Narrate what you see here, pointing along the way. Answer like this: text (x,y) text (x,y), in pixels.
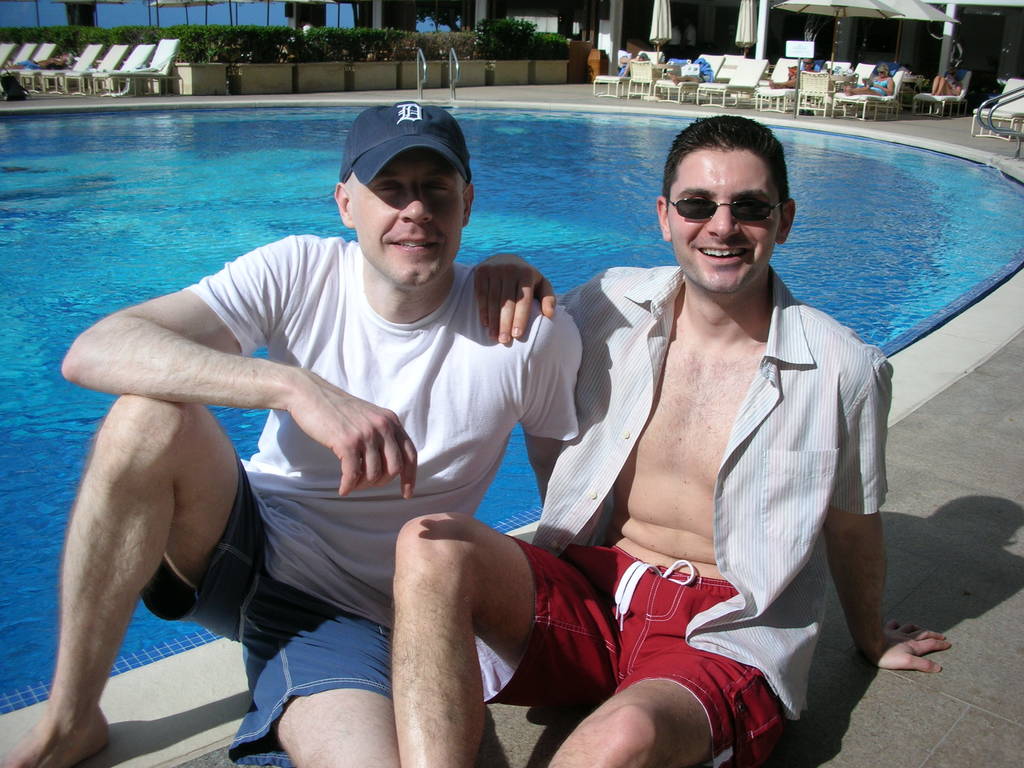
This is the picture in a hotel (826,20), there are two men (633,363) in front of the swimming pool (142,202), the man (305,461) in white t shirt (370,495) wearing a hat (384,158) and the other one (610,391) is in shirt (789,444) wearing a goggles (737,210). There are chairs (125,68) near to the pool (127,213) and people (848,91) were sitting on the chairs (860,102) under umbrellas (839,13). there are bushes (351,41) near to the chairs (146,52).
